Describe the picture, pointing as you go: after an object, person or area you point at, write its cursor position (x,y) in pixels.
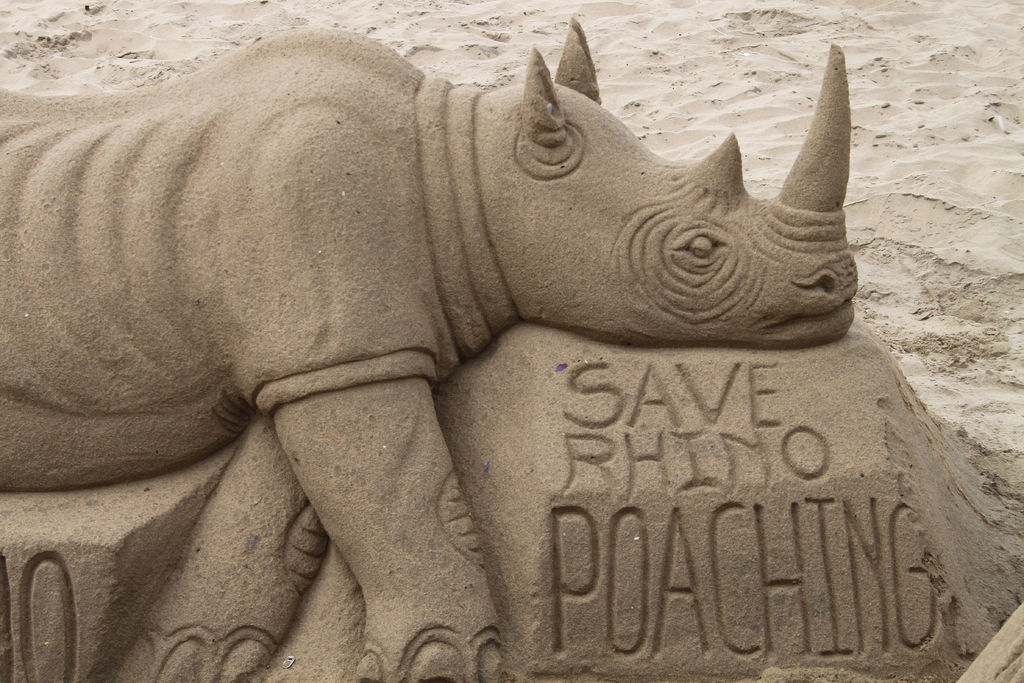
In this picture we can observe a sand art (337,282) of a rhino (442,260). We can observe words (641,436) on this sand art (623,461). In the background (217,51) there is sand (895,76).
